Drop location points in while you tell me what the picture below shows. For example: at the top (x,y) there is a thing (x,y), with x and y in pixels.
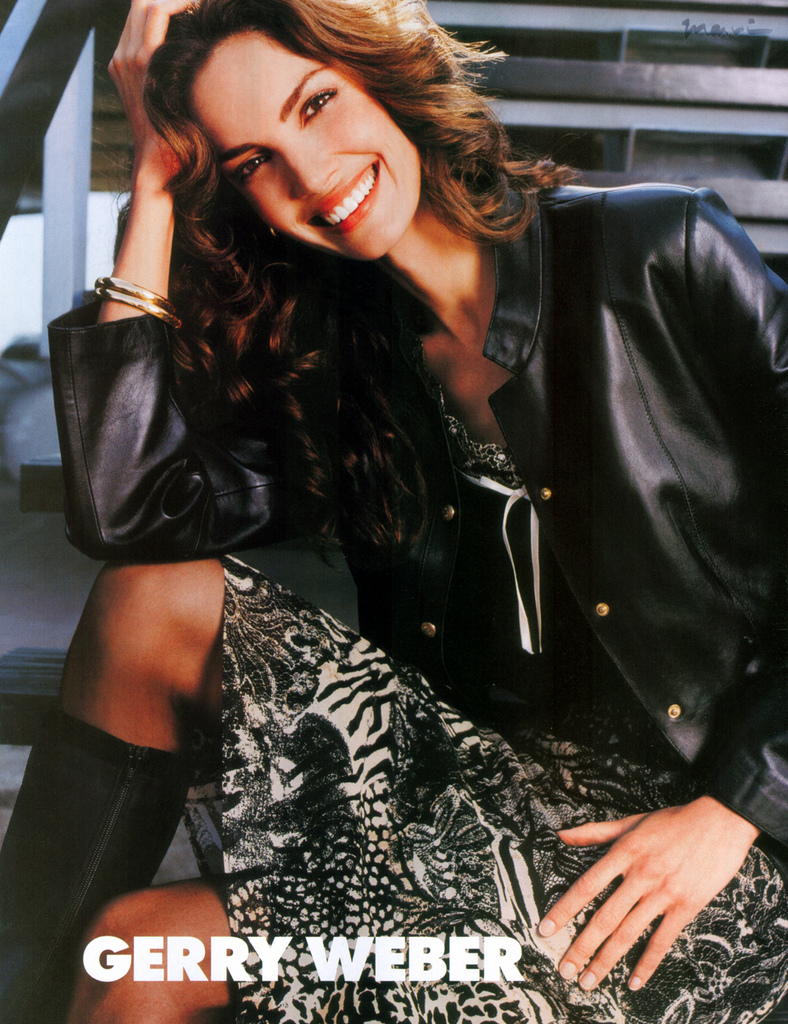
In this image I can see a woman (477,628). In the background (662,142), I can see the stairs (652,97).
